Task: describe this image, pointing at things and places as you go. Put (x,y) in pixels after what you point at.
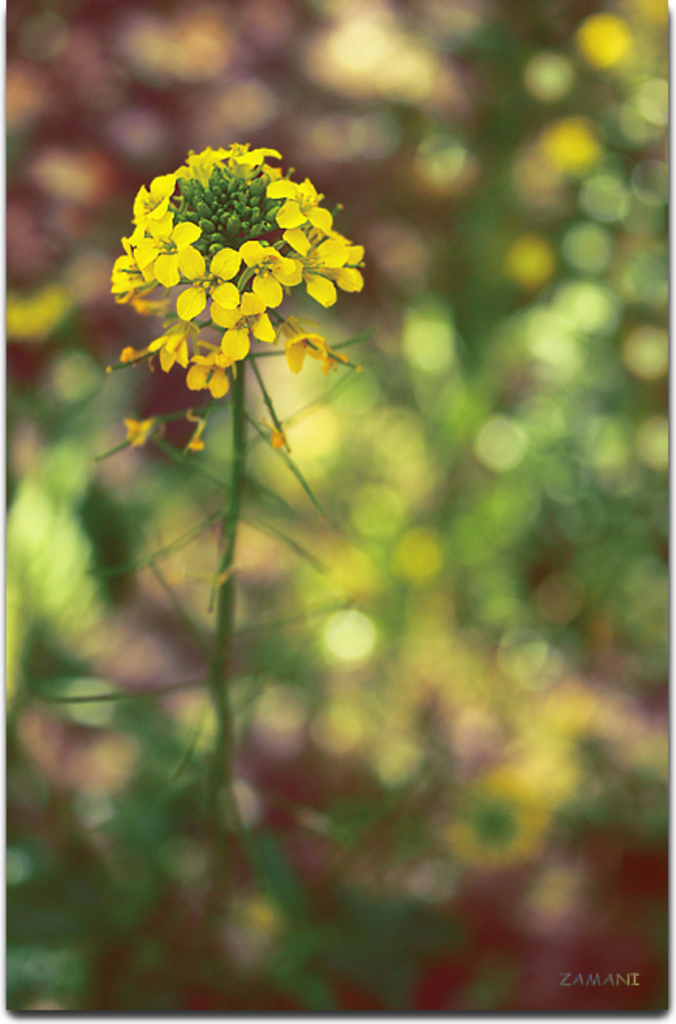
This image is taken outdoors. In the background (483,503) there are a few plants (337,791). In the middle of the image (226,614) there is a plant (226,345) with yellow colored flowers (226,345).
